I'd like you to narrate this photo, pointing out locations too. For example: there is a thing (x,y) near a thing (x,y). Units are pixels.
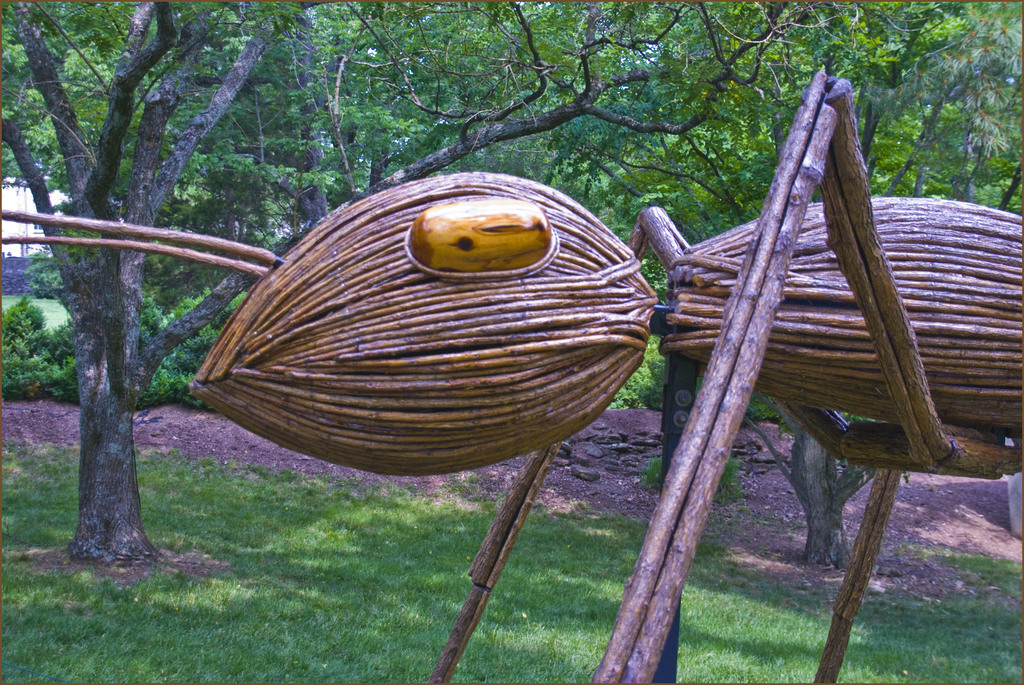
In this image I can see an ant (599,330) made up of wood (677,332). In the background (264,153), I can see the trees (535,118).
